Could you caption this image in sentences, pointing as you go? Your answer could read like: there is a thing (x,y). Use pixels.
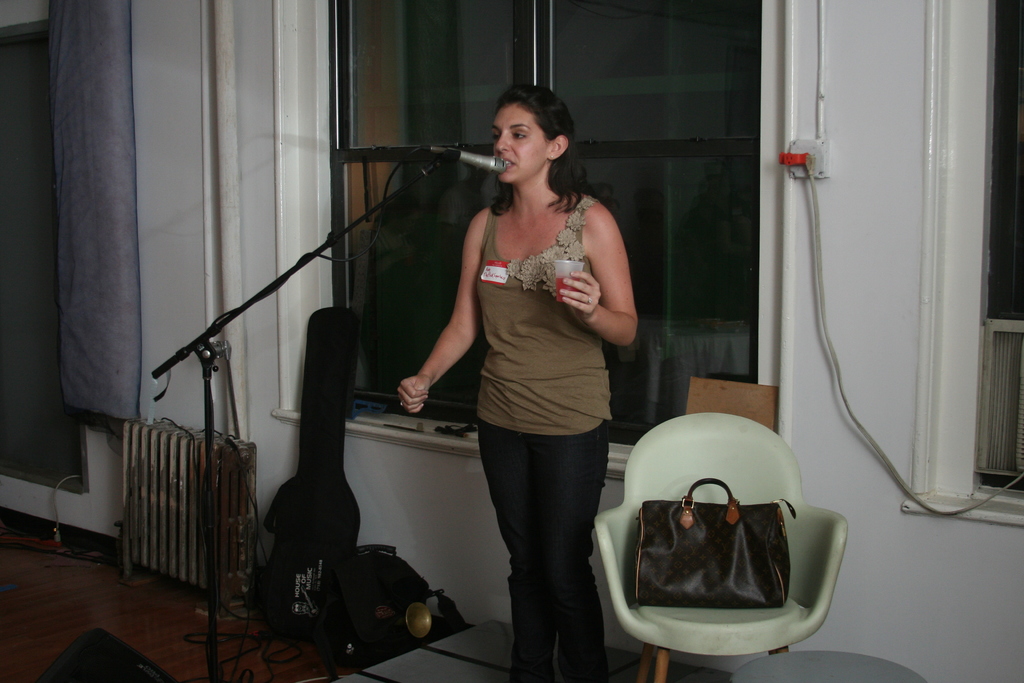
This woman (552,206) is singing in-front of mic (493,158) and holding glass (564,264). On this chair (622,532) there is a bag (692,603). On floor (298,674) there are cables (262,640) and bags (309,492). This is window (693,206).
